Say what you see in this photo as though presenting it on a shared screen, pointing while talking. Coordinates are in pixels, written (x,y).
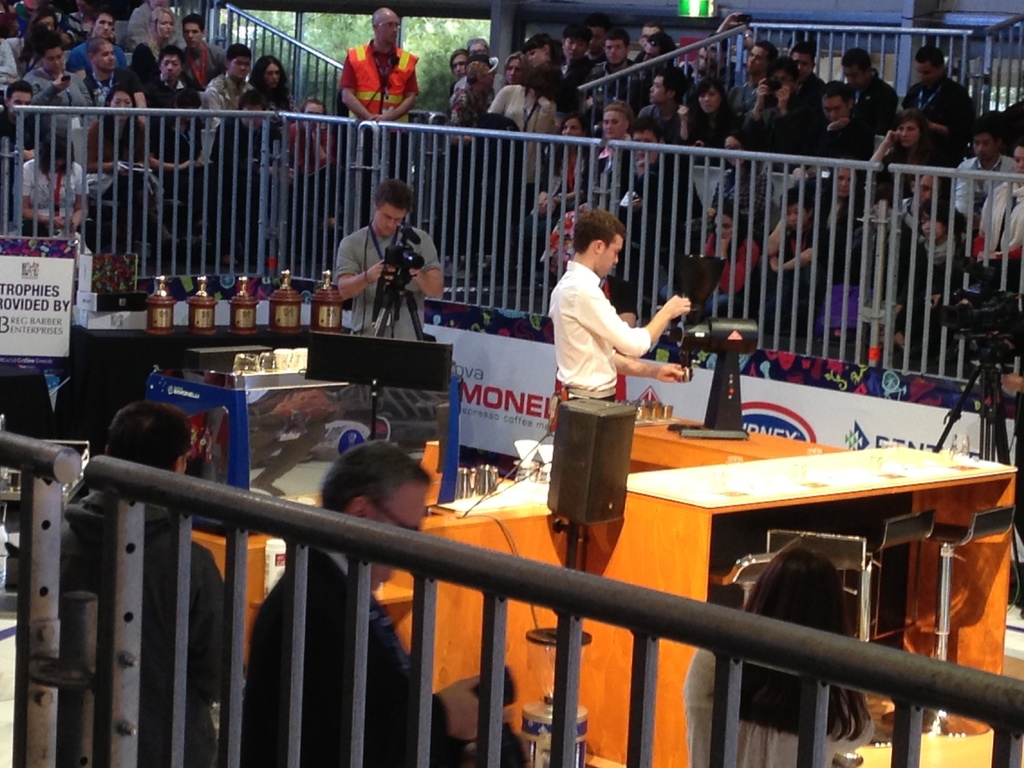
In this image we can see a person (575,305) standing beside a table (493,542) using a grinder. We can also see some chairs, glasses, a camera (995,322) with a stand (985,335), some containers (248,325) on a table (114,333) and a board (60,354). On the backside (465,295) we can see a group of people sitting beside a barricade (472,173). We can also see some trees (443,46) from a window (419,42).
